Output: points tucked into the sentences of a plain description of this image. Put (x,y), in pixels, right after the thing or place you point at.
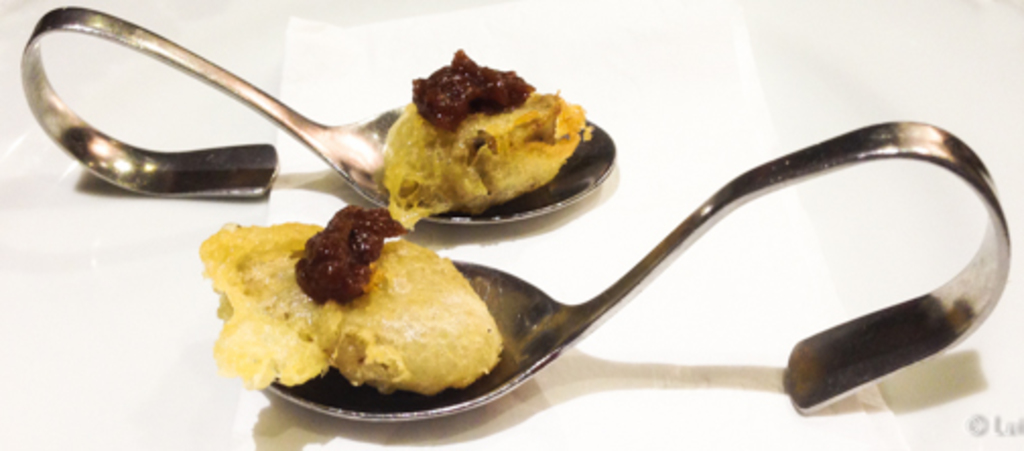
In this image there is a table (203,354) with two spoons (534,301) on it and there is a food item (444,163) on the spoons (451,218).
